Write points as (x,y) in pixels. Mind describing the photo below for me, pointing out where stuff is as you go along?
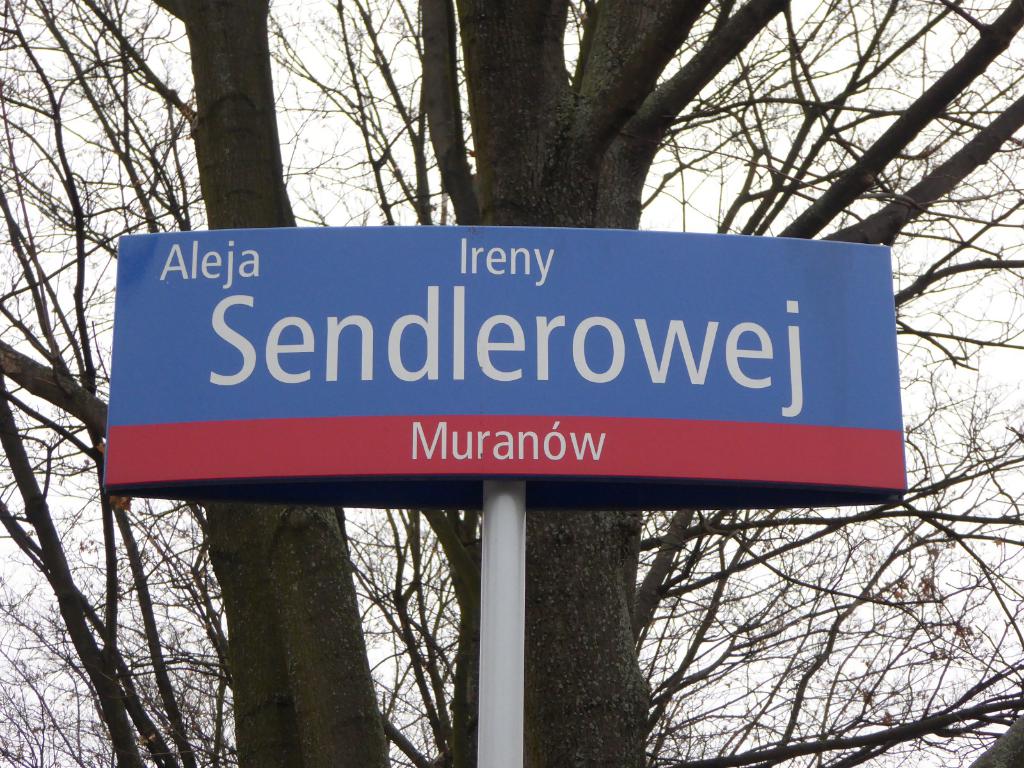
In this picture I can observe a blue color board (353,386) fixed to the white color pole (499,496). There is some text (434,303) on the board (490,420). In the background (325,630) there are trees (571,160) and a sky (374,83).
